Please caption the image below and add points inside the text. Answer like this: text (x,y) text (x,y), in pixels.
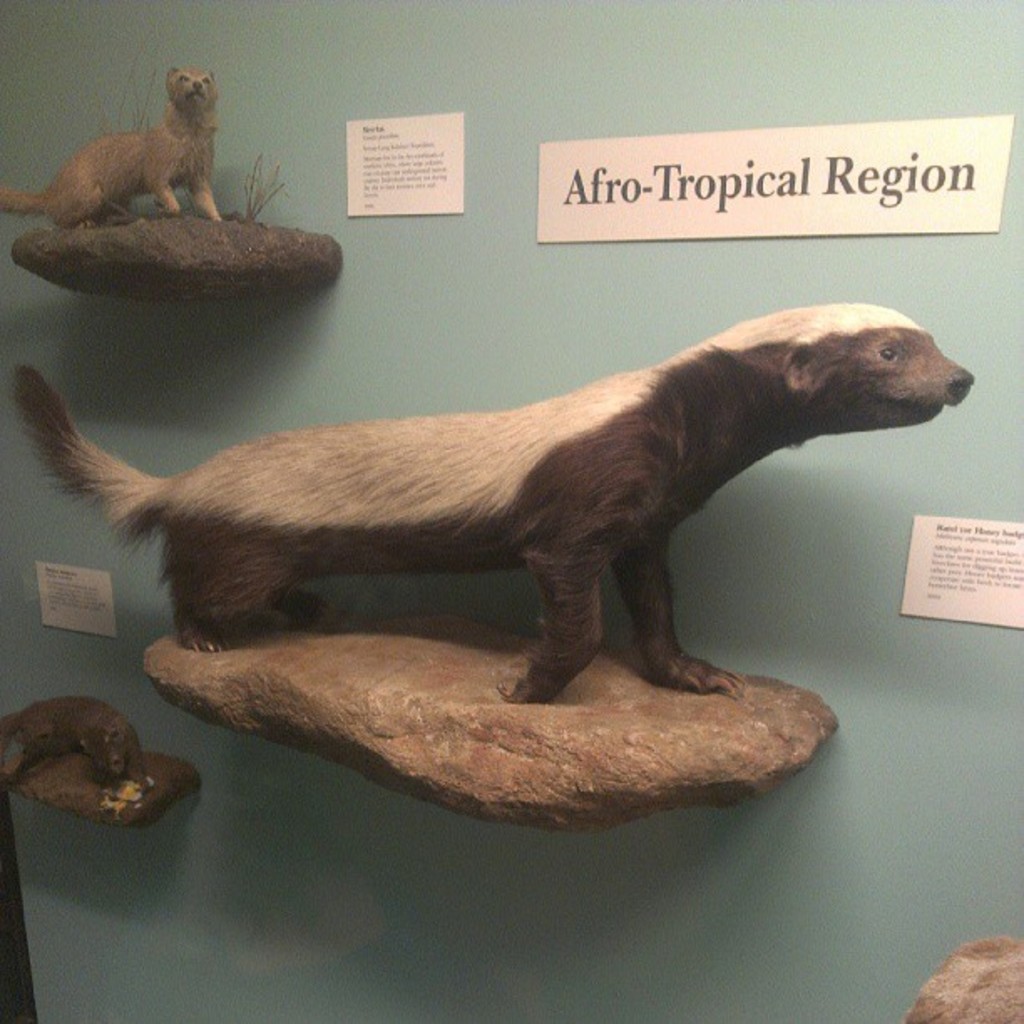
In this image there is a wall (460,356) to which stones (472,725) are attached. On the stones (435,691) there are animal sculptures (391,430). On the wall (538,150) there are boards (569,184) and labels (926,592).
